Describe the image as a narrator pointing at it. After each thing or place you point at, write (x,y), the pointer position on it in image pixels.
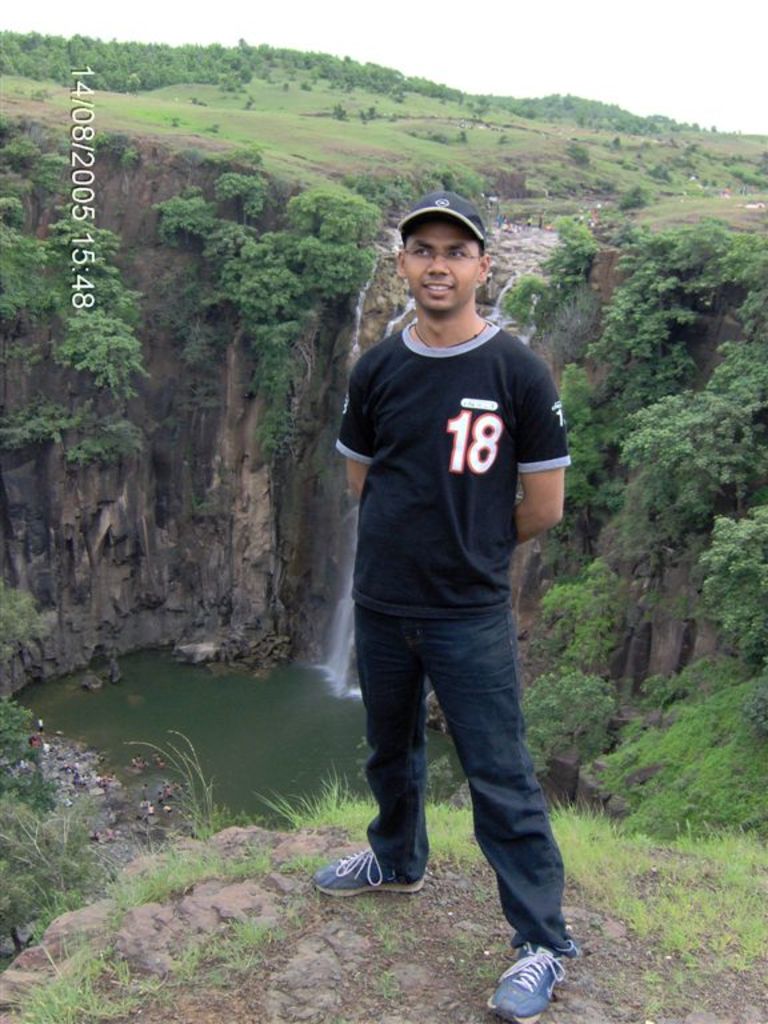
In this image we can see a person (395,673) standing, there are some plants (50,854), trees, water (190,730) and grass (578,129), in the background (496,52) we can see the sky (599,56).
